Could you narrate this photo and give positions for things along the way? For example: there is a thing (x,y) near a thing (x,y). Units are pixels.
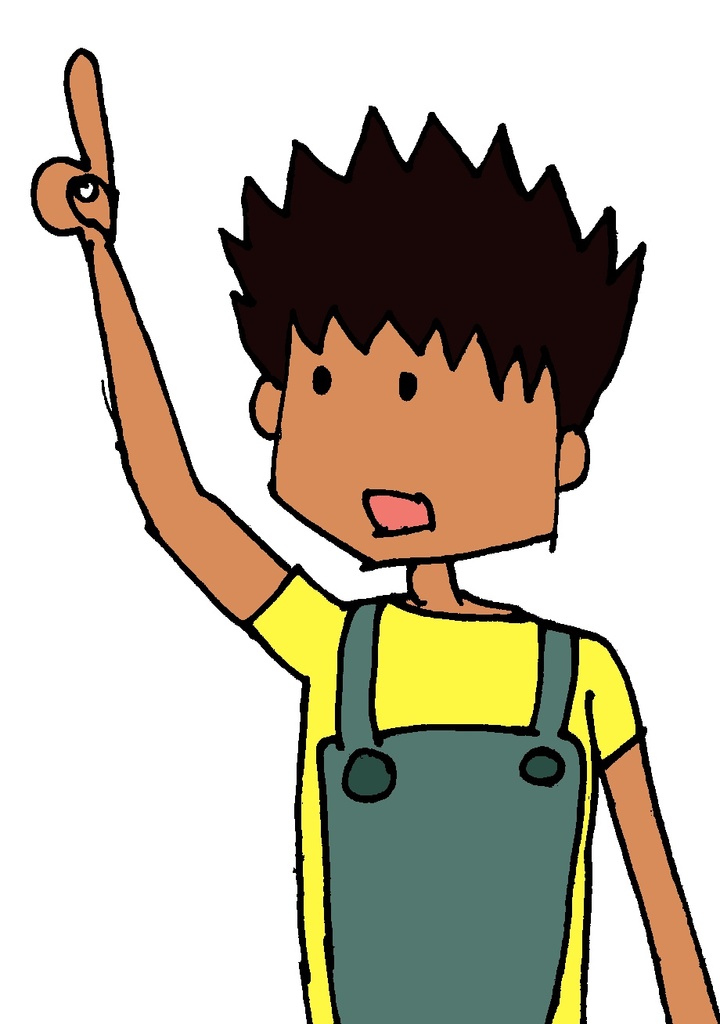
In this image I can see a cartoon picture, in the picture the person (472,737) is wearing yellow and green color dress (423,704).
